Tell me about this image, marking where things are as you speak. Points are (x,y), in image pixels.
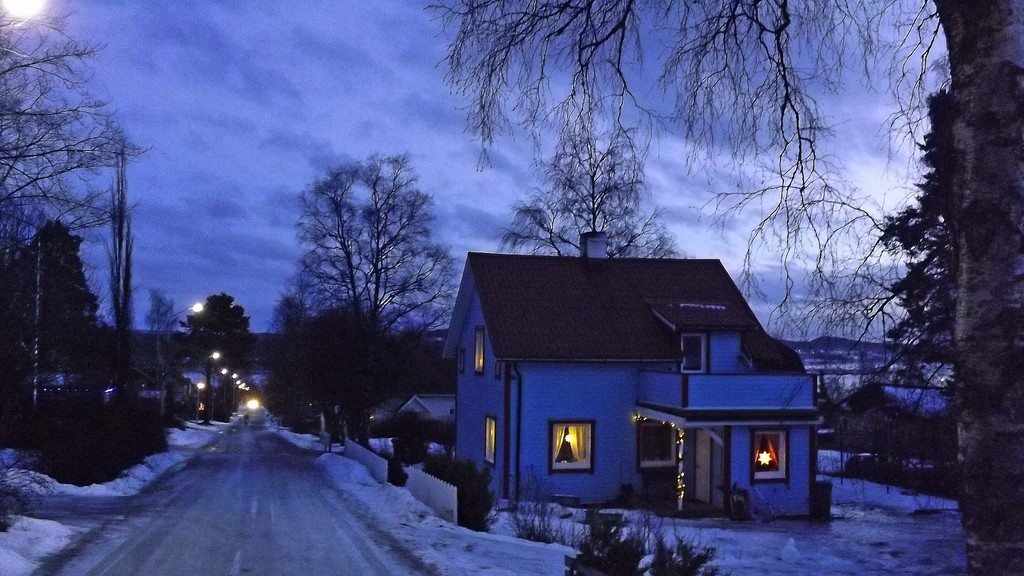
In this image there are few houses (611,374). A person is on the road (244,437). A vehicle (250,414) is on the road (253,456). Background there are few trees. Top of the image (410,118) there is sky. Beside the road (84,543) there is fence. There is snow (893,539) on the land (643,527).
